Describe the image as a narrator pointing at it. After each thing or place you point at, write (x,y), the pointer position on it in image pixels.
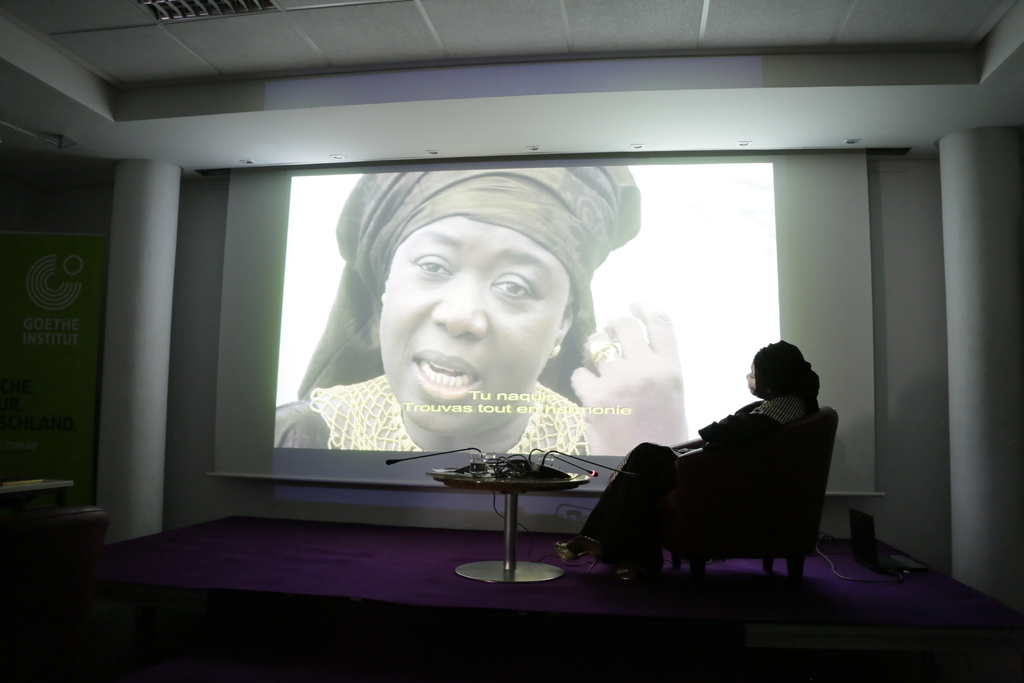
In this picture we can see the woman (641,537) sitting on a chair (716,502). Beside there is a round center table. Behind there is a big projector screen (475,381).
